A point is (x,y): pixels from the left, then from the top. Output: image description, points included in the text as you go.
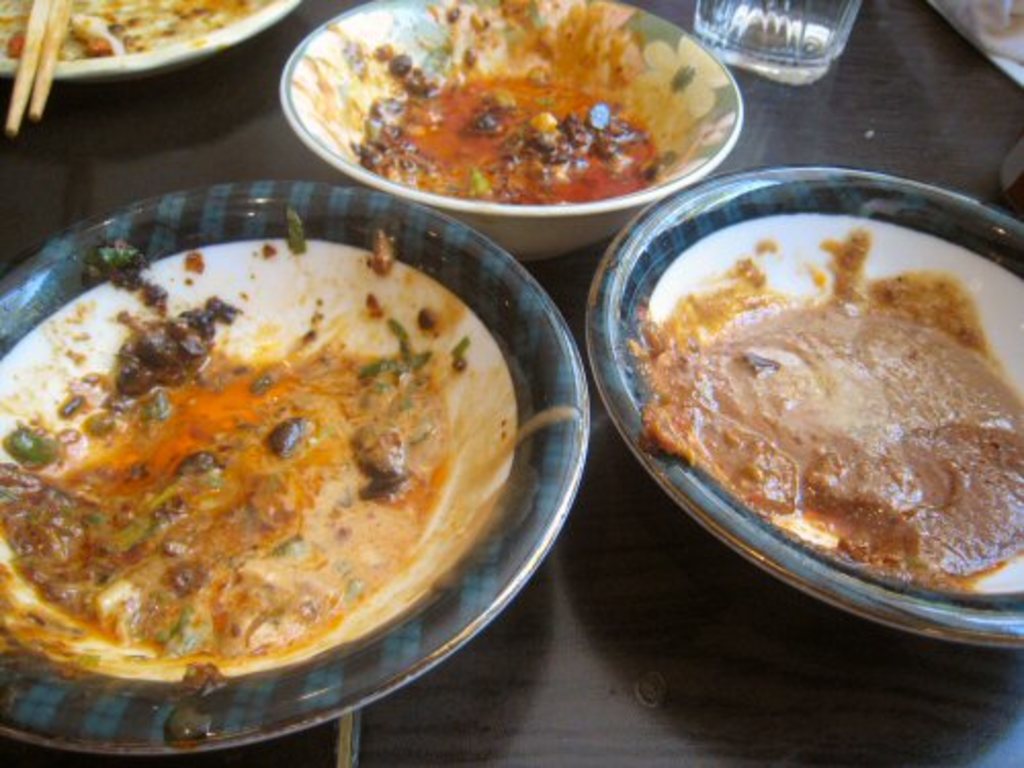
In this image there is a bowl (659,135), plates (237,264), glass (848,19), chopsticks (63,27) and food (613,123) on the wooden surface (665,674).
